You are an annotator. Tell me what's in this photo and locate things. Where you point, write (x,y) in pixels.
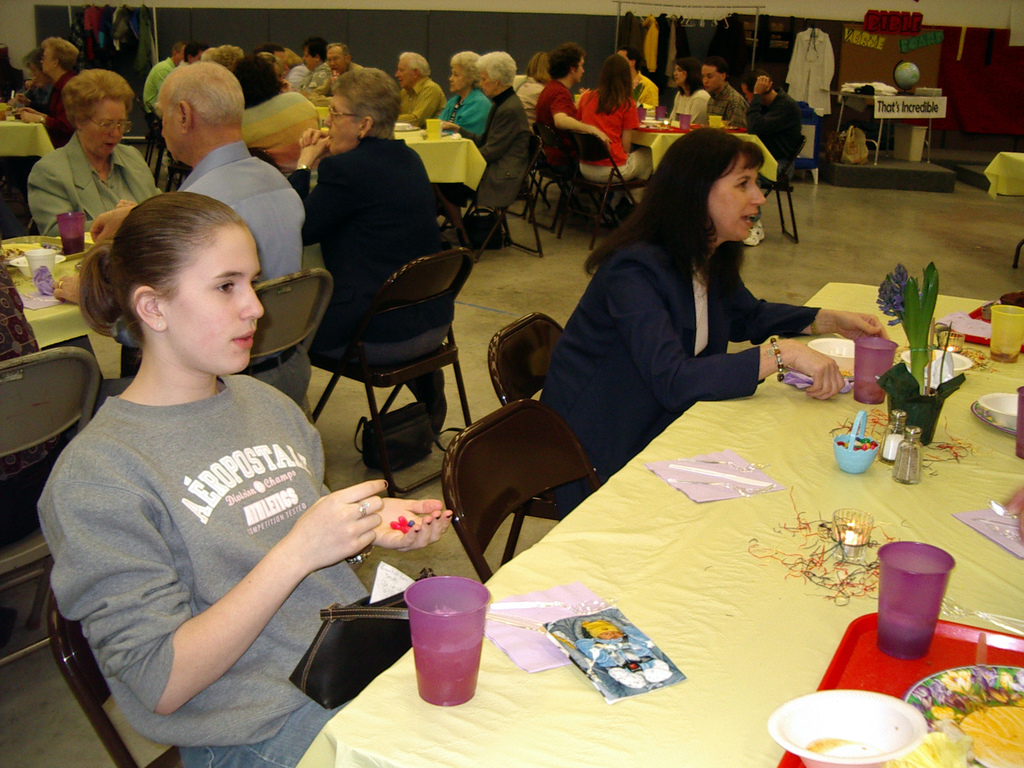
In the picture I can see a woman (199,506) sitting in left corner (195,536) is wearing grey T-shirt (192,594) and there is another woman (643,304) sitting beside her and there is a table (846,411) in front of them which has few eatables (862,448) and some other objects (901,432) placed on it and there are few other persons (466,88) sitting in chairs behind them and there are few other objects (856,49) in the right top corner (869,76).
